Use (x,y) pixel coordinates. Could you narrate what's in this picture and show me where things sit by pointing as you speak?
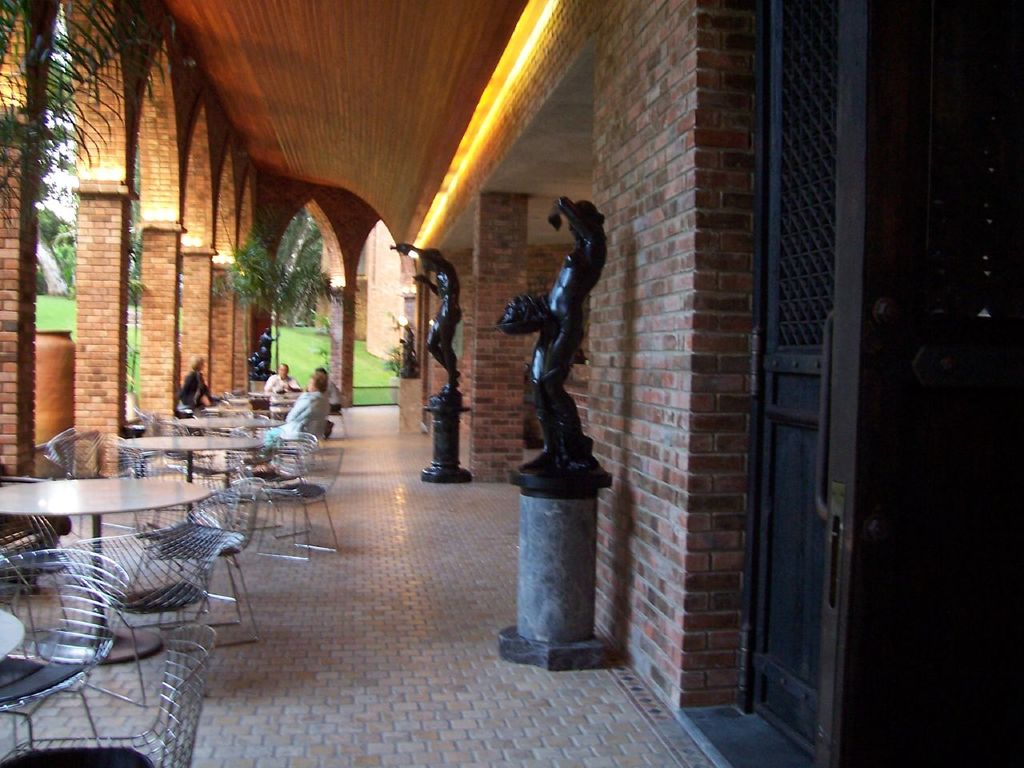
In this image we can see two black color statues (561,348), tables (143,501) and chairs (268,497). Four people (270,434) are sitting on the chair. Right side of the image (829,344) door (789,340) is there and brick wall (693,210) is present. Left side of the image (159,299) pillars (192,299) and plants (39,224) are there.
